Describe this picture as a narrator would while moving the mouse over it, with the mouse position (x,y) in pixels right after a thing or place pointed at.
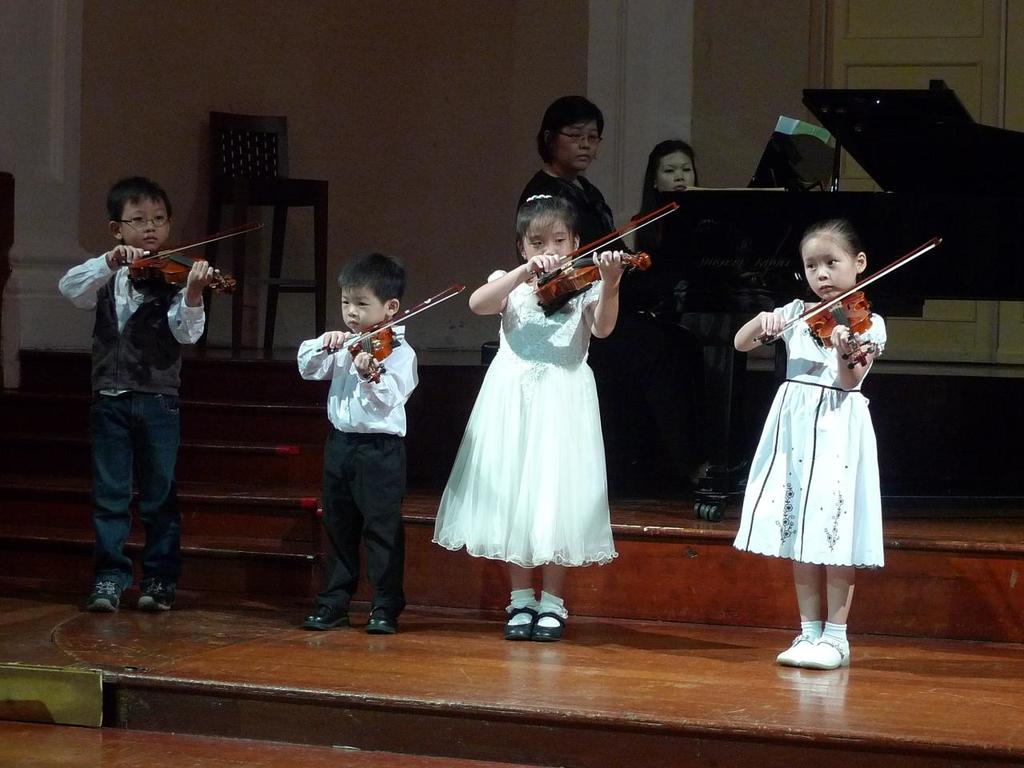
In this image i can see 4 kids (878,329) holding violin (833,309) in their hands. In the background (581,118) i can see 2 women (578,117) sitting in front of a piano (765,200) and a wall (449,95).
